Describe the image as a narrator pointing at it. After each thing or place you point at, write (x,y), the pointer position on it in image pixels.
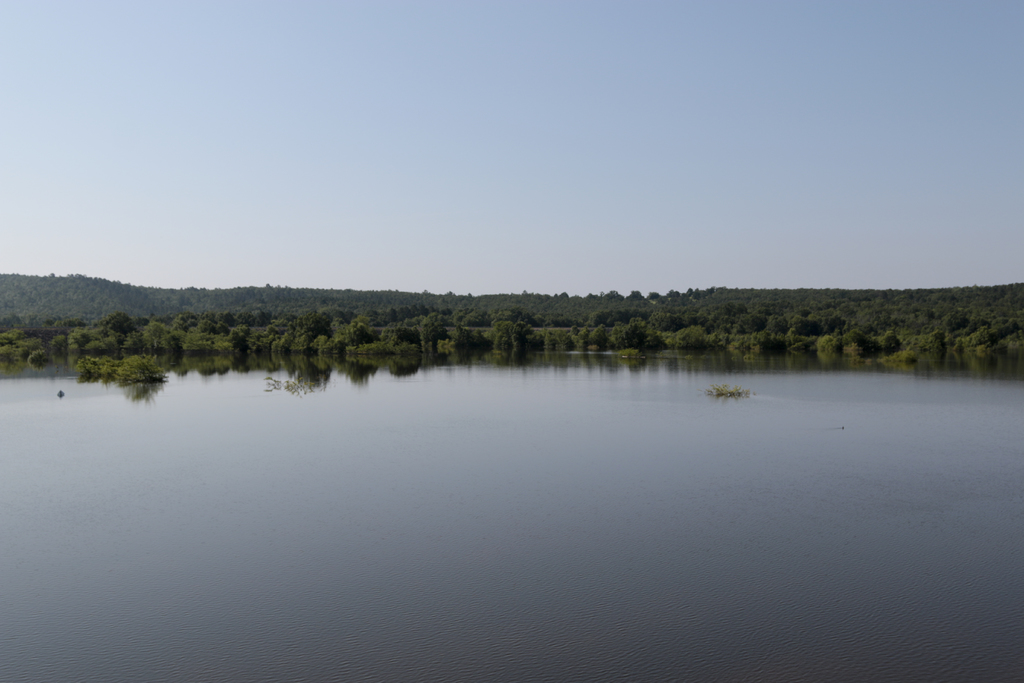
In this image we can see a lake (553,436), trees (566,326) and sky (607,175).
